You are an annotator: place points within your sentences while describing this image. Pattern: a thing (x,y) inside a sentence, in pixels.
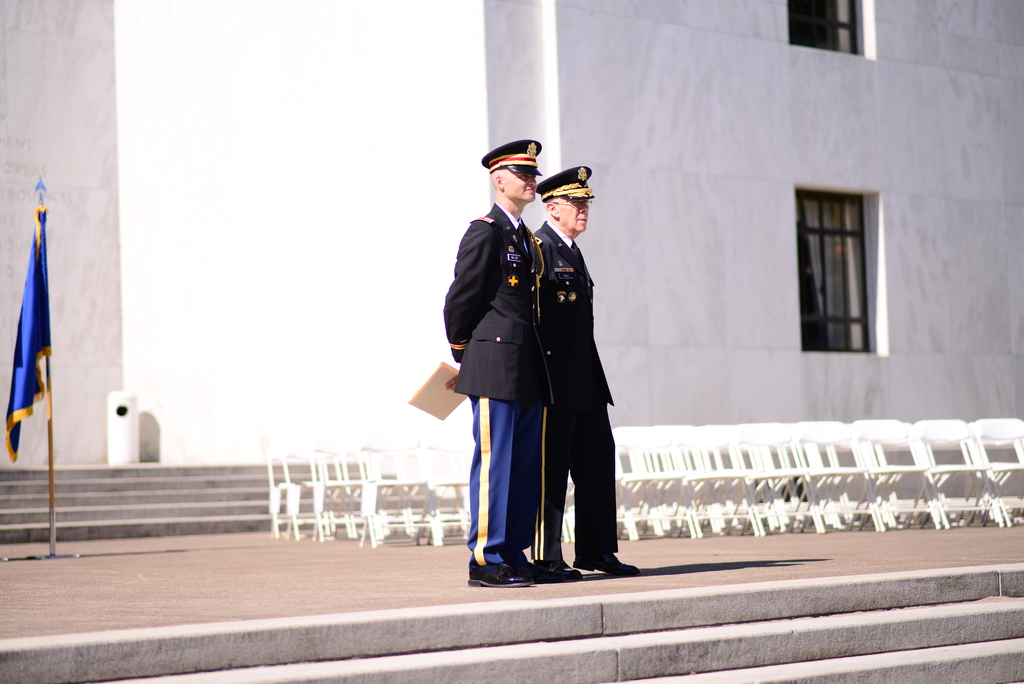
In this image we can see there are two persons (529,429) standing on the ground (631,555) and holding a paper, in front of them we can see the stairs (872,618). In the background (77,443), we can see the chairs (760,460), flag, wall (795,184) with windows (846,206), stairs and the white color object (134,405).
